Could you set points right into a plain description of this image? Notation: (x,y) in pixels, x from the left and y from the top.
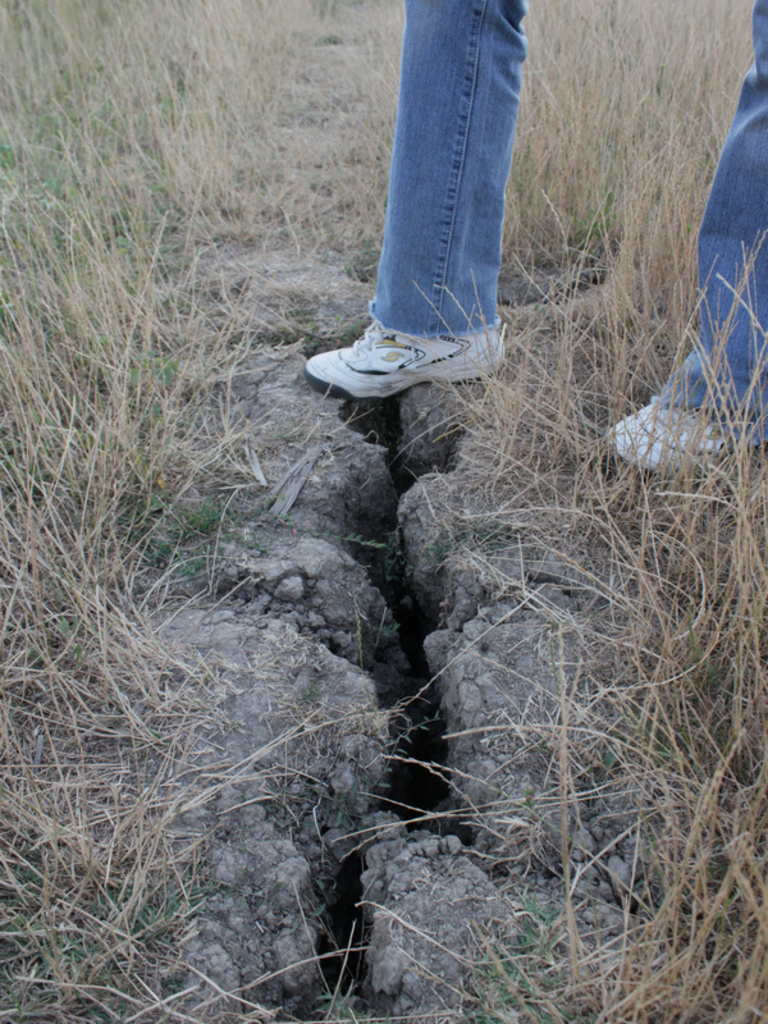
In this image, I can see the legs (412,149) of a person (472,180) with shoes (460,362). There is the grass (88,747).
